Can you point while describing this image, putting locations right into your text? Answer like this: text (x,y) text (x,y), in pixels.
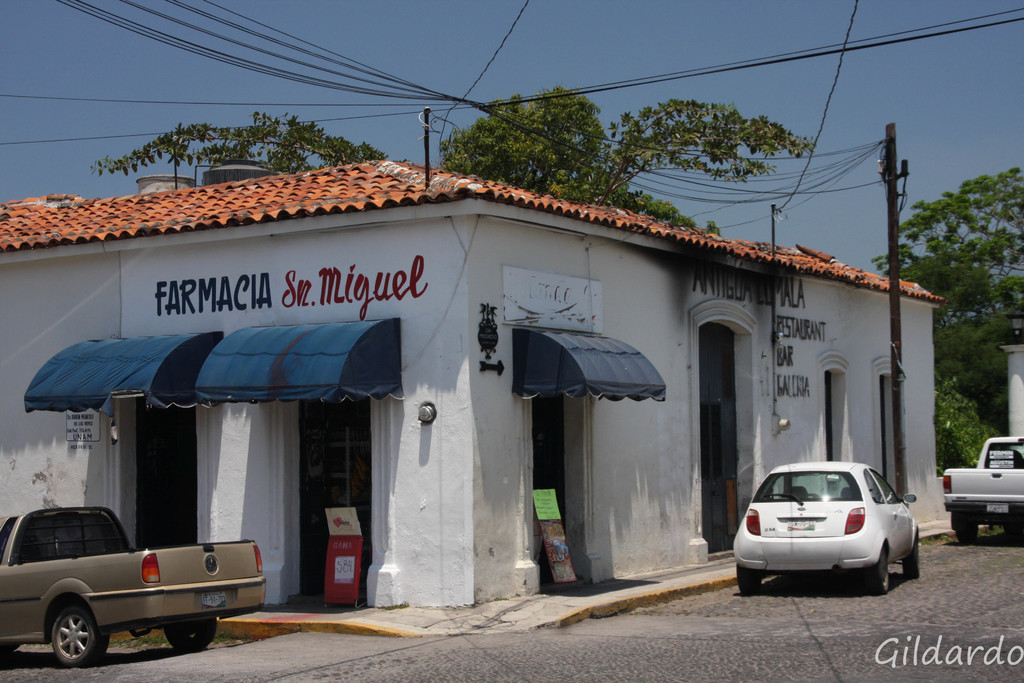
This picture is clicked outside the city. At the bottom (474,655), we see the road (457,645). On the left side (24,577), we see a vehicle (144,597). On the right side (826,544), we see the vehicles (944,496) parked on the road (898,599). In the middle (407,331), we see a building (446,365) in white color with an orange color roof (269,208). We see a board (407,283) in white color with some text (290,286) written on it. We see the boards (342,558) in red, white and yellow color. There are trees (517,158), electric poles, wires (452,141) and a street light (1019,387) in the background (522,9). At the top (600,53), we see the sky (529,42).
